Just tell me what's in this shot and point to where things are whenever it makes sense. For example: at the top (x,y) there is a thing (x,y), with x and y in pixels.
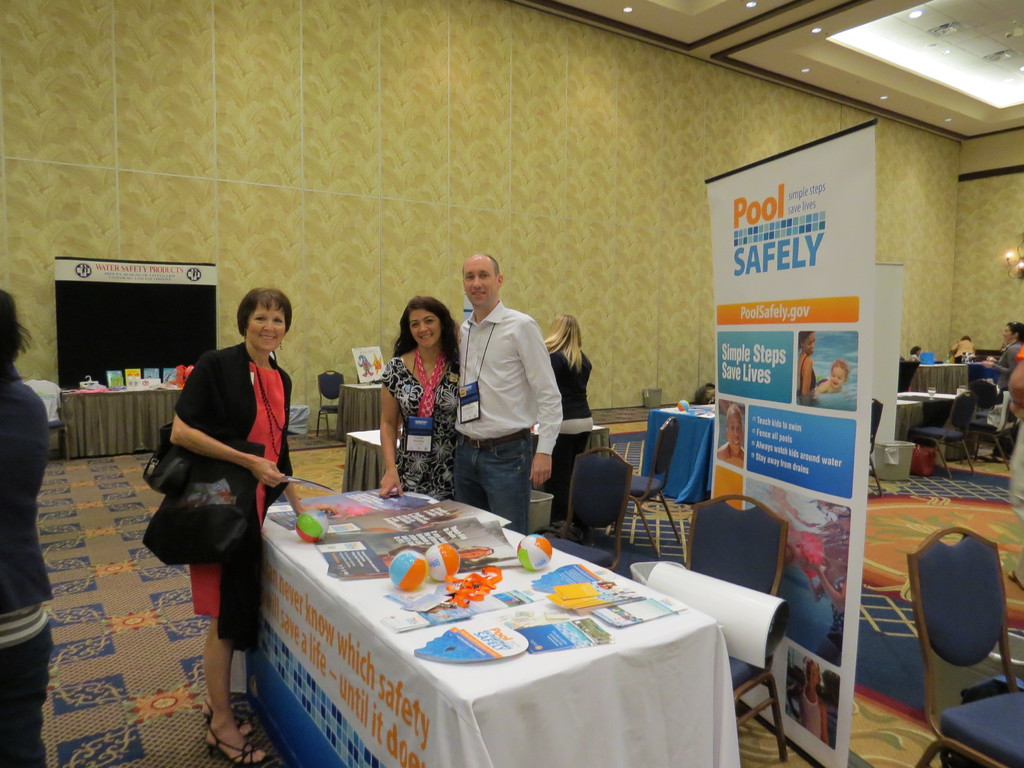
In this picture there are three persons (483,392) standing and there is a table (319,563) in between them which has few papers (410,504) and some other objects (520,547) on it and there is another person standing in the left corner (45,583) and there are few banners (804,451), chairs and some other objects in the right corner (932,398).
